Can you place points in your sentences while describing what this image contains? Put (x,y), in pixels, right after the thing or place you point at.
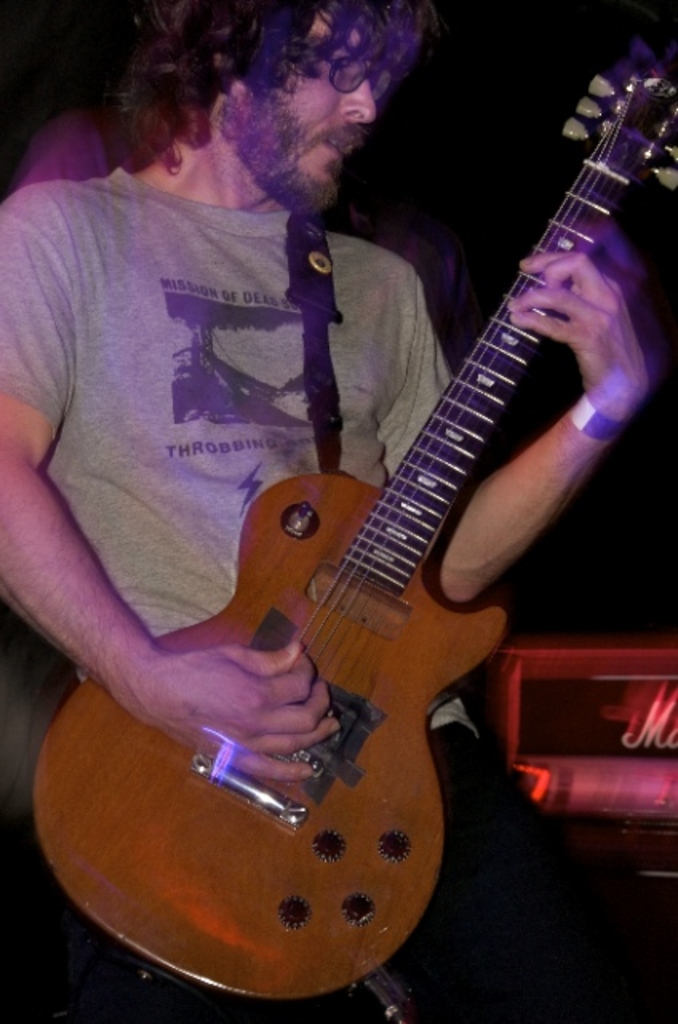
In this image there is a man (95,270) holding a guitar (645,150) in his hand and playing a guitar (356,496).
